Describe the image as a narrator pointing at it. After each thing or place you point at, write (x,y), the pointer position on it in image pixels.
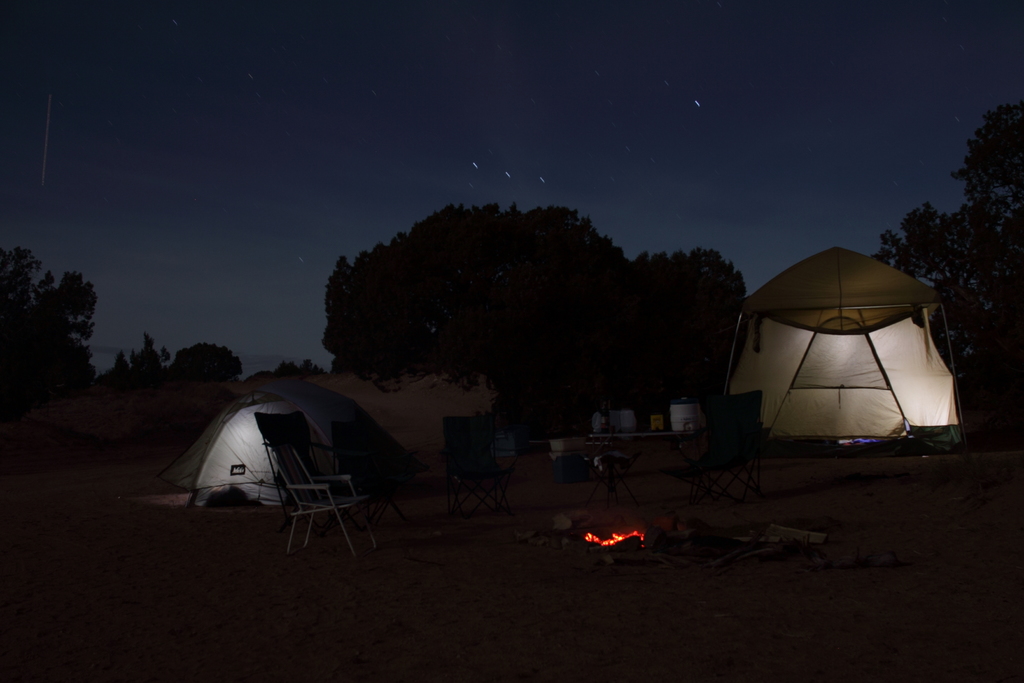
In this picture I can see tents (379,439) on the ground (641,577). I can see trees (569,337) in the background (526,338). I can see sky (569,112) is clear.
